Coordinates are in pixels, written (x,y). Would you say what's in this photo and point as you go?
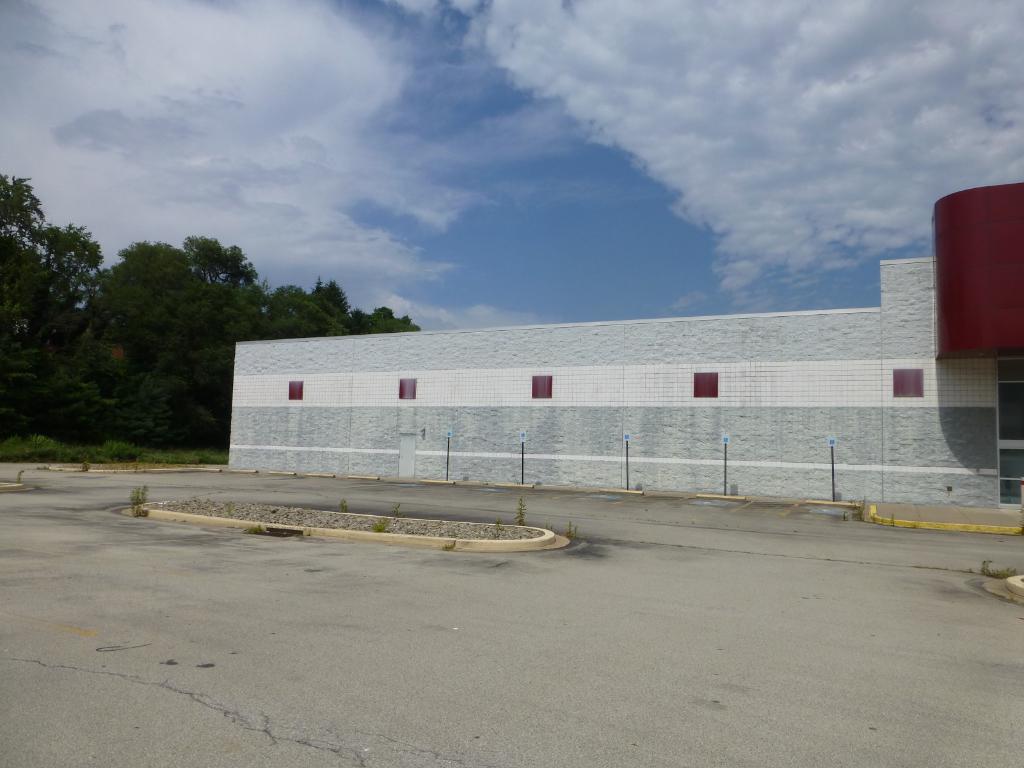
In this image, we can see a road (583,543) beside the wall (626,398). There are some trees (88,344) on the left side of the image (44,375). In the background of the image (428,275), there is a sky (557,78).
